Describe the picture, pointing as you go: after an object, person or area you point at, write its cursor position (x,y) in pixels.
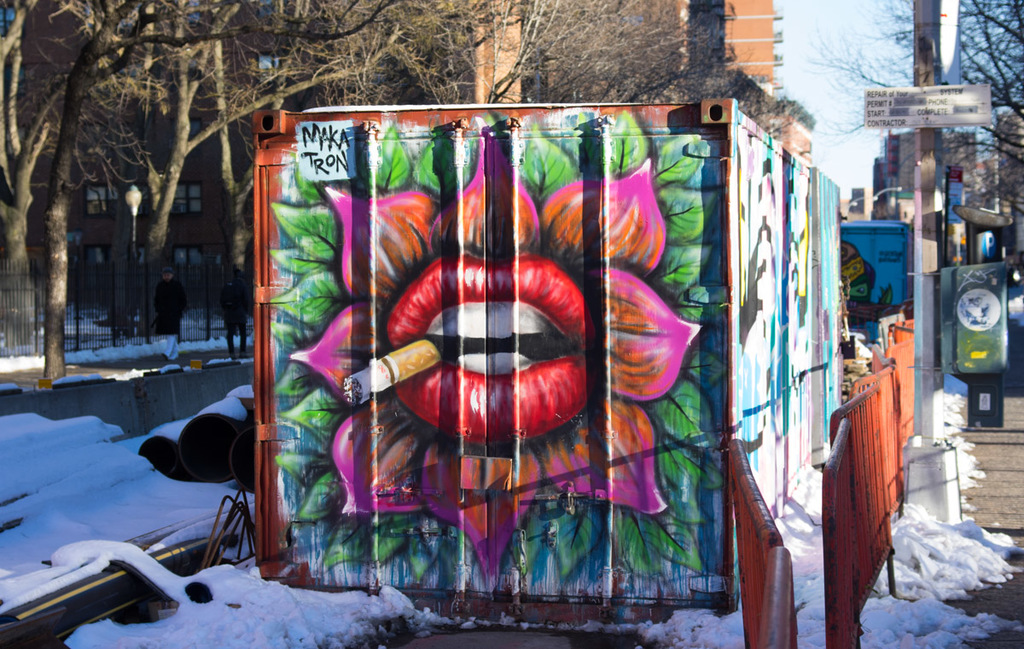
In this picture, it seems like painting (504,336) on a container (519,365), snow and barricades (765,554) in the foreground (293,332), there are trees (186,135), buildings (874,170), poles (920,183) and the sky (863,167) in the background (837,144).
